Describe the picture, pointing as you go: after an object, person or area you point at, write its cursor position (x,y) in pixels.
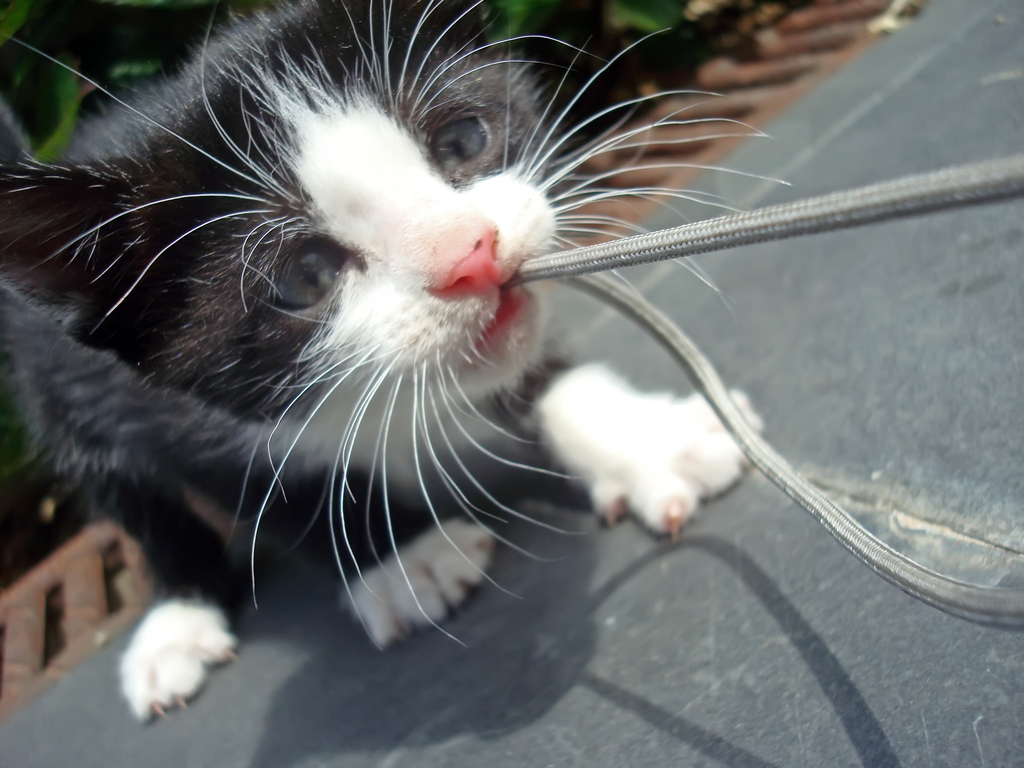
In this image there is a cat (436,283) holding some object (788,223) in mouth (514,276). At the bottom of the image (649,655) there is a road (754,634).
